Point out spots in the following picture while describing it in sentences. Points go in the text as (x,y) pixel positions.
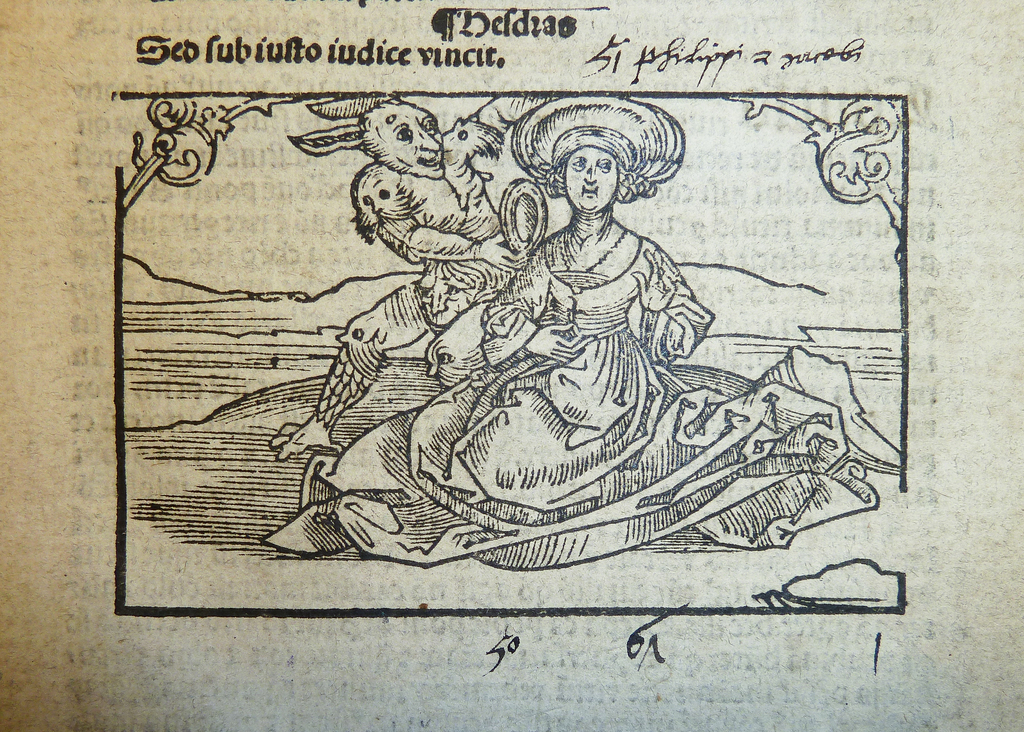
Here we can see a poster (733,501). On this poster (729,392) we can see pictures (380,285) and text (178,61) written on it.
